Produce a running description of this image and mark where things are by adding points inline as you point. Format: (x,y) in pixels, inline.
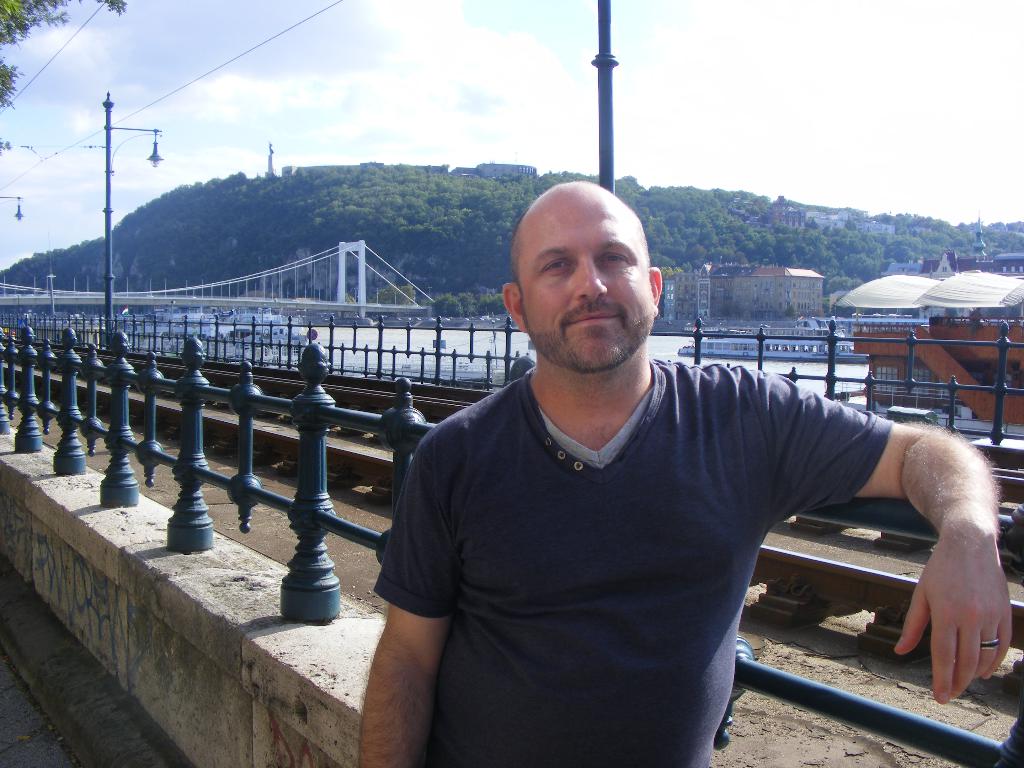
In this image I can see the person (801,403) is wearing navy blue and ash color dress (676,451). Back I can see few trees (215,244), water (488,342), bridge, buildings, railing (470,339), light-poles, wires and the railway track (361,468). The sky (370,68) is in blue and white color.
